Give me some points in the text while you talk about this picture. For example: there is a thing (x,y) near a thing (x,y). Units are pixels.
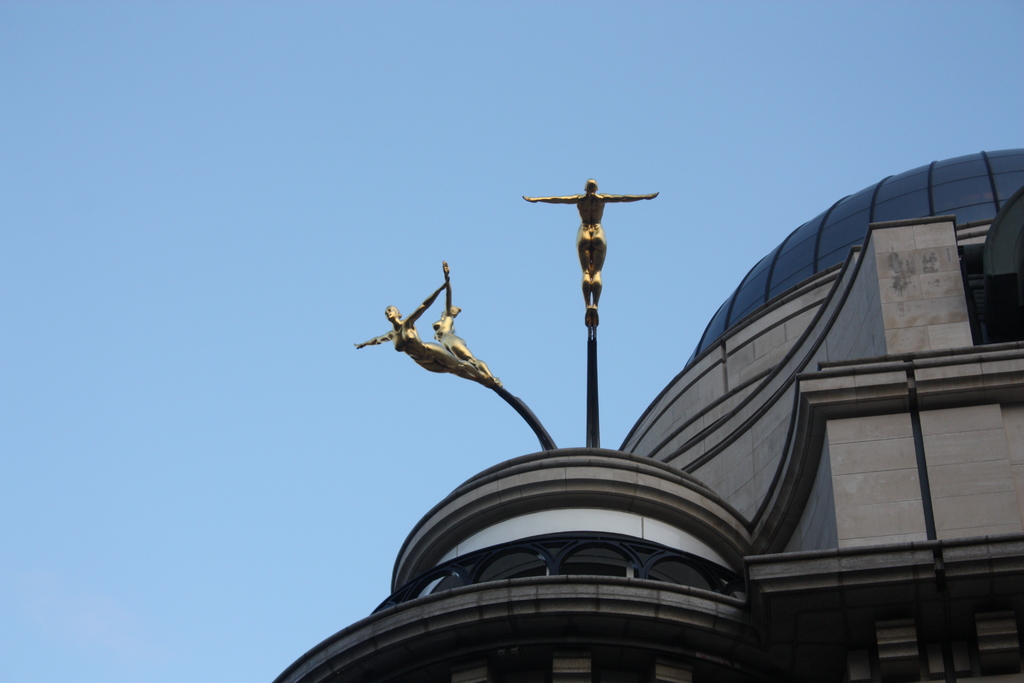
In this image I can see the building (633,526) in brown color and I can see few statues (397,346) attached to the poles (591,374). In the background (371,230) the sky (207,268) is in blue color.
